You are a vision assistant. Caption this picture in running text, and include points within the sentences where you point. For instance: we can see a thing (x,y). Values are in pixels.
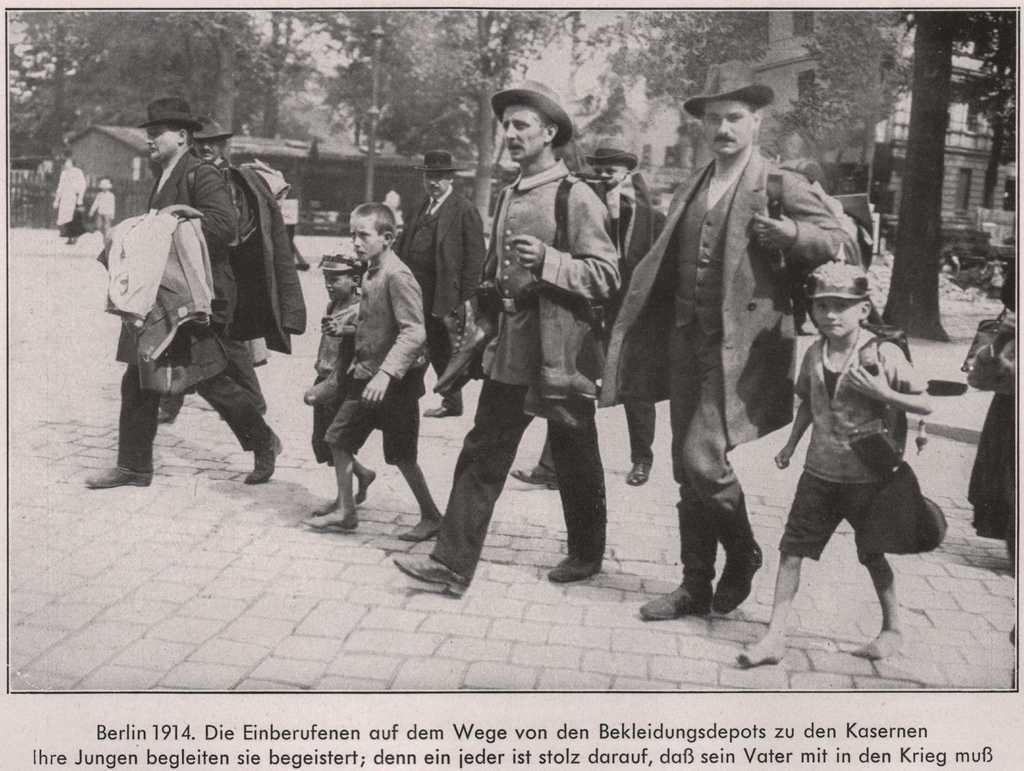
In this image there are people (711,446) walking on the road (322,499). Left side (189,250) there is a person (201,205) holding the clothes (141,262). Few people (343,299) are wearing caps (425,162). Left side (31,211) there is a fence (26,199). Background (855,131) there are buildings (792,45) and trees (928,258). Bottom of the image (492,734) there is some text (454,747). Right side (886,514) there is a boy (869,414) carrying a bag (906,512). He is wearing a cap (829,276).
